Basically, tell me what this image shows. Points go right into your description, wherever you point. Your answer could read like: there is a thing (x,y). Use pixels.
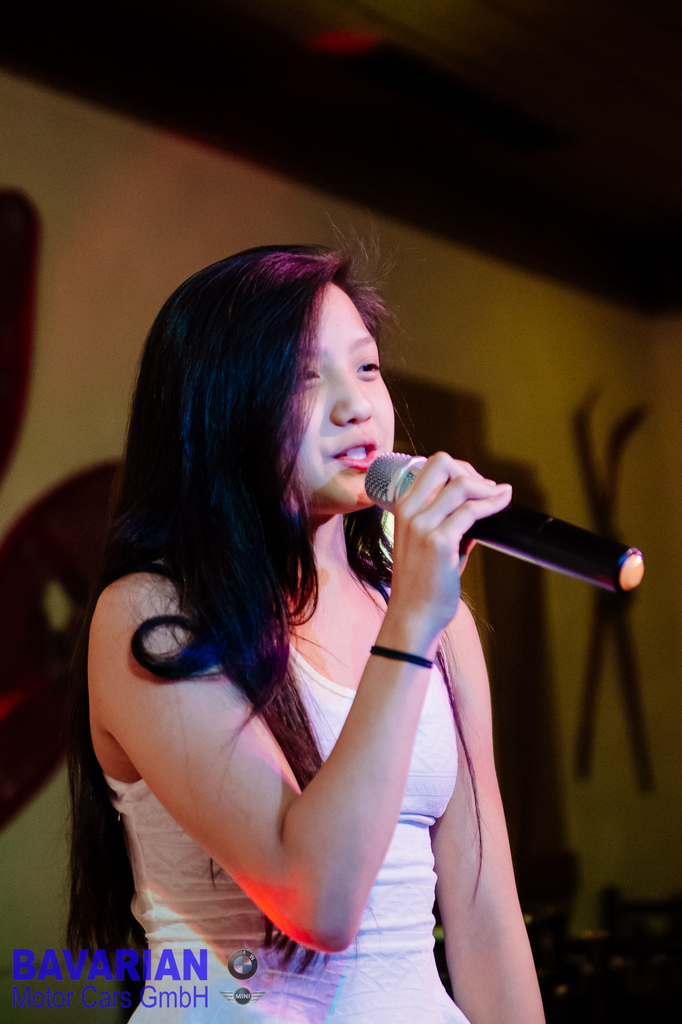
The women (396,867) wearing white dress (422,872) is singing in front of a mic (408,471).
